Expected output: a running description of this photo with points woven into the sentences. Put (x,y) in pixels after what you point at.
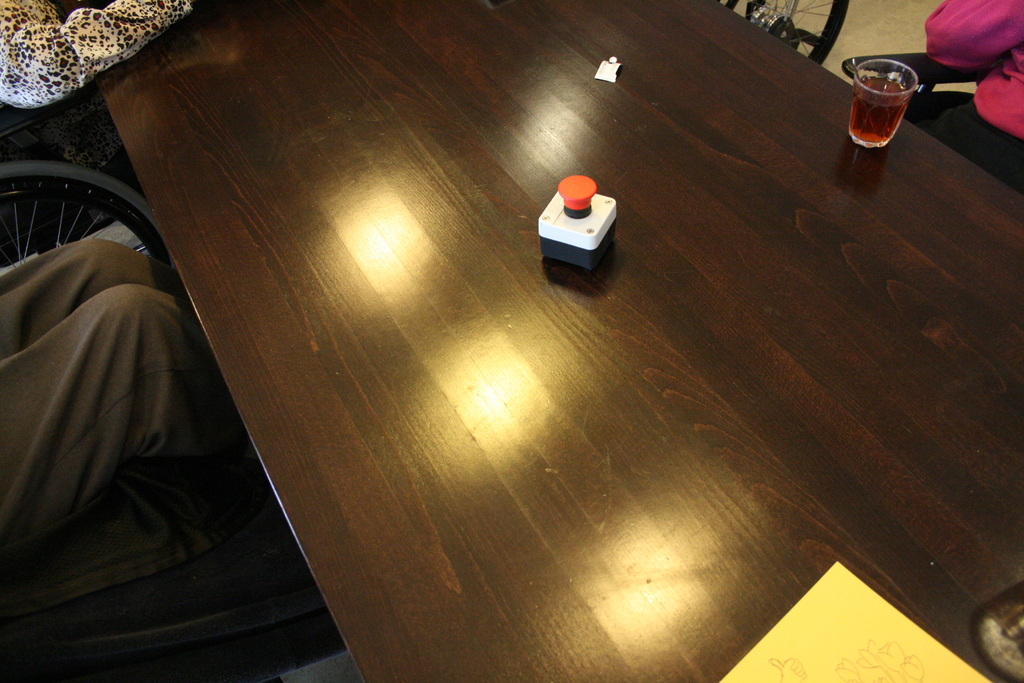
Here we can see a glass (852,125) of drink (901,115) and a device (567,235) on the table (546,200) and also a paper (847,633). At the right side of the picture (963,26) we can see partial part of the human (955,54) and same on the left side (65,104) but here we can see a wheel chair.
